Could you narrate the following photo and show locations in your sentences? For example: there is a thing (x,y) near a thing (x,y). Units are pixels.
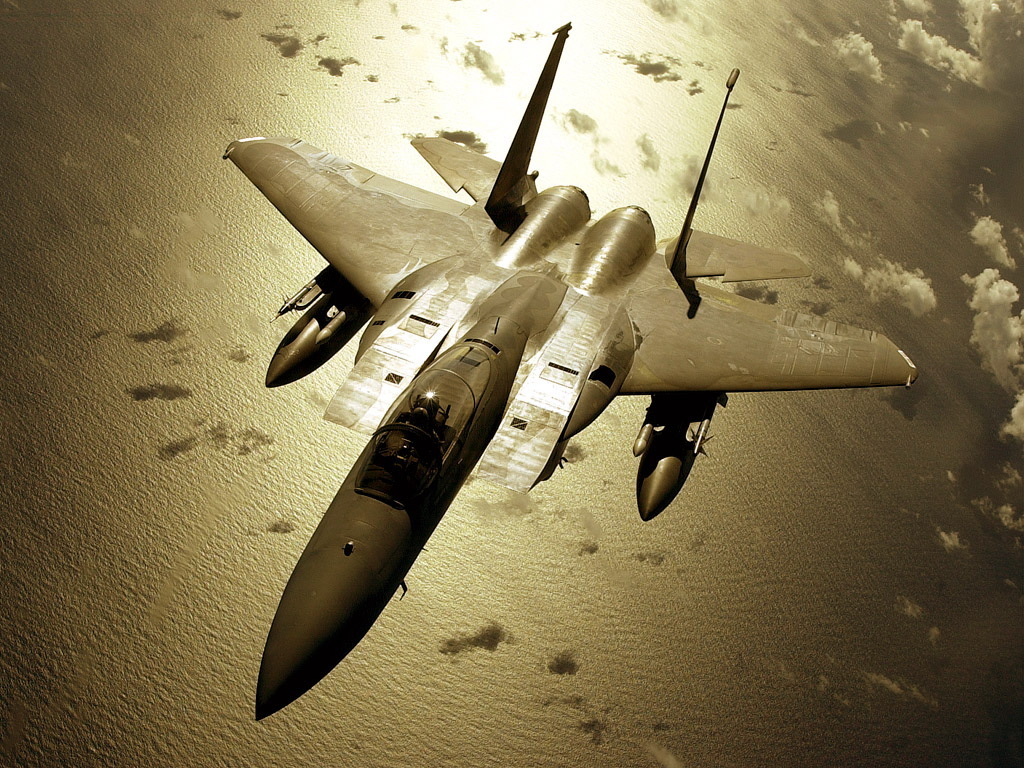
In this image we can see an aircraft (476,381) in the sky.
